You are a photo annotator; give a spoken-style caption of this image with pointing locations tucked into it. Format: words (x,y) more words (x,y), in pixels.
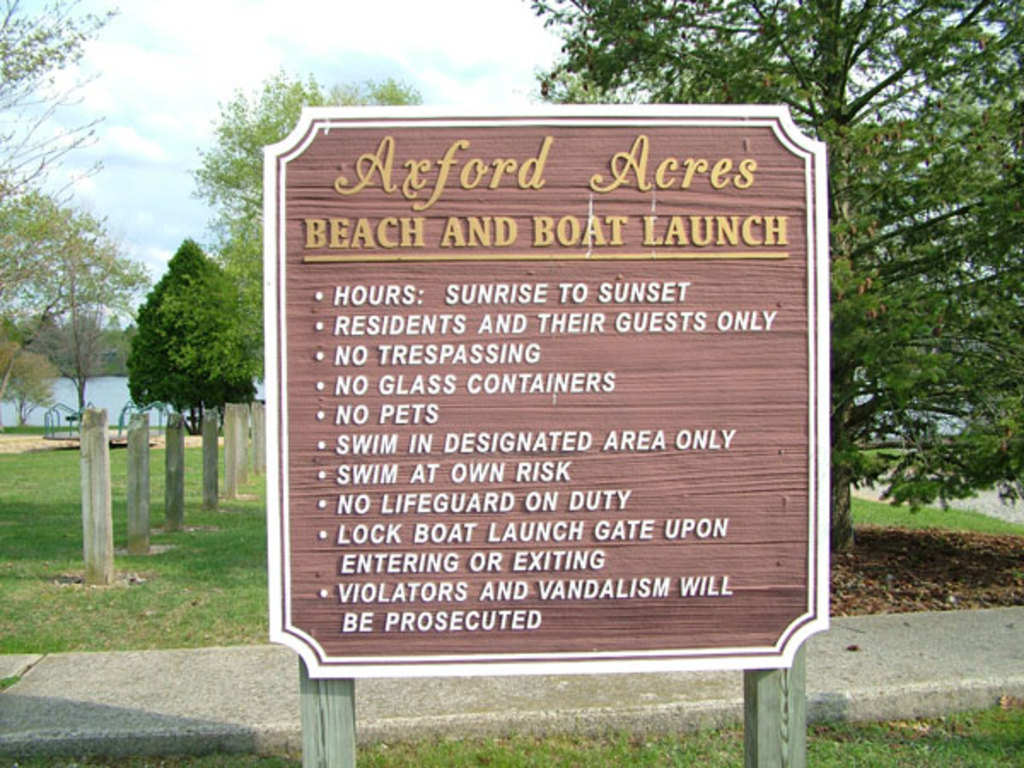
in this image we can see a board (453,407). Behind the board (459,435) poles (229,434), grassy land (162,608) and trees (945,317) are there. The sky (214,92) is covered with clouds (175,132).
